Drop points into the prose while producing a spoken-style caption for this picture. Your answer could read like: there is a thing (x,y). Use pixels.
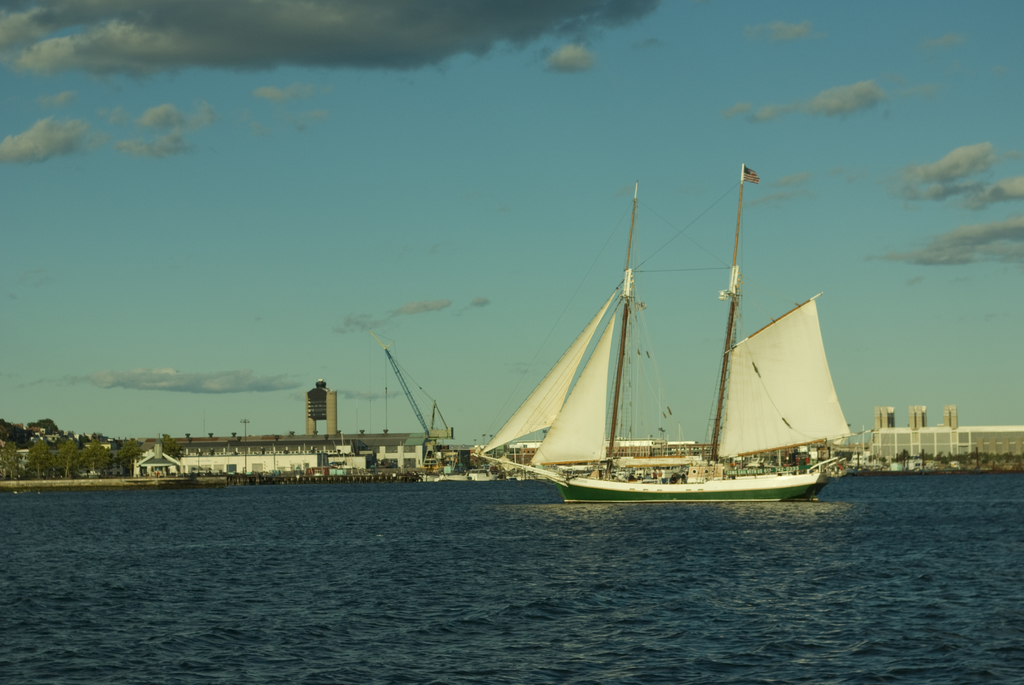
In the background (641,140) we can see the clouds (136,140) in the sky (692,201). In this picture we can see the boat (842,412), sail cloths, crane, poles (530,468), water (228,488), trees (170,451) and the buildings (250,463).
